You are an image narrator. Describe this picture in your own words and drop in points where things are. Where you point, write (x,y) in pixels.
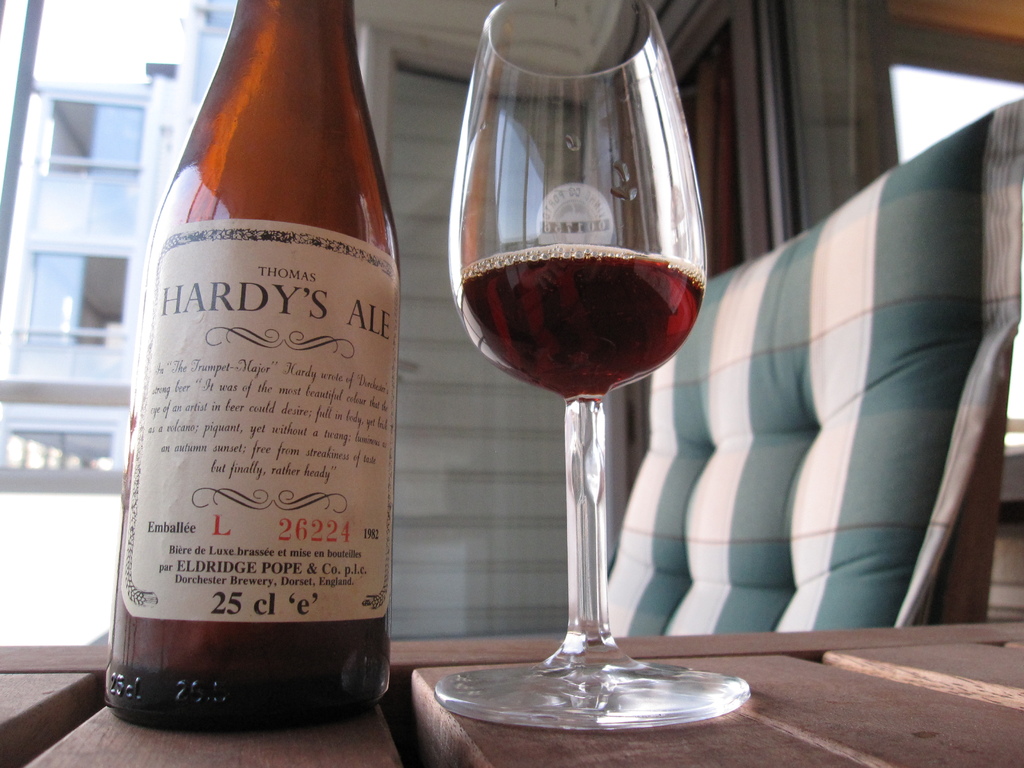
In the image there is a table (891,663). On table (883,674) we can see a bottle (261,324) which it is labelled as 'HARDY'S ALE' and a glass (584,241) with some drink (587,303). On right side (724,336) we can see a couch (874,293), on left side (157,150) there is a building (95,287). In middle (495,425) there is a door (429,199) which is closed.
